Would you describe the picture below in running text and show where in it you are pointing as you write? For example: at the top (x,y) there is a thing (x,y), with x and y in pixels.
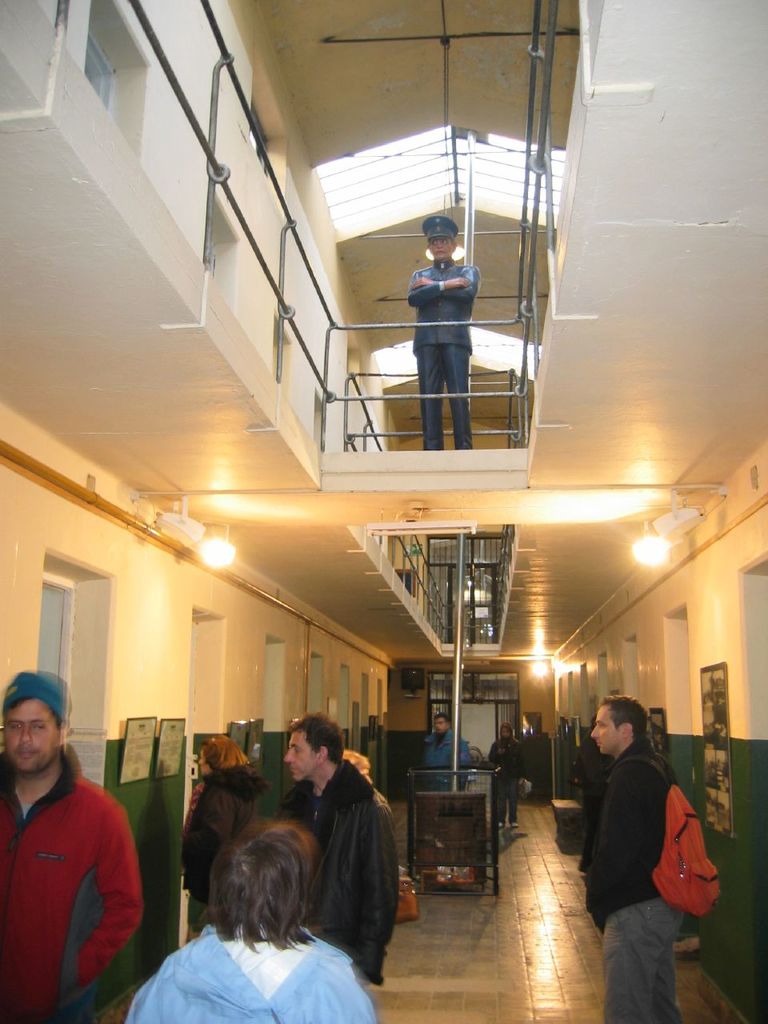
As we can see in the image there is a wall (189,691), photo frames (710,681), lights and few people (168,973) here and there.
